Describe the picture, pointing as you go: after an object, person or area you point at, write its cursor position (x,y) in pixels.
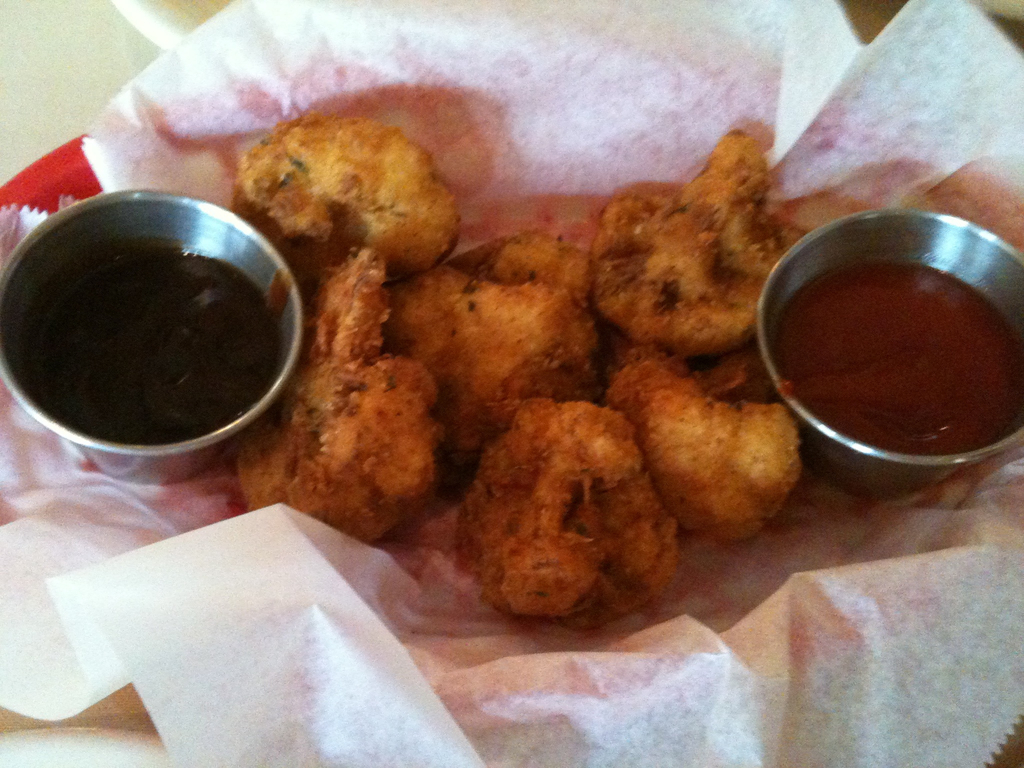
In this picture I can see a food item (504,323) on the paper (466,59), there are two different types of sauces (209,291) in the bowls (262,267), which are on the paper (313,582), on the plate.
